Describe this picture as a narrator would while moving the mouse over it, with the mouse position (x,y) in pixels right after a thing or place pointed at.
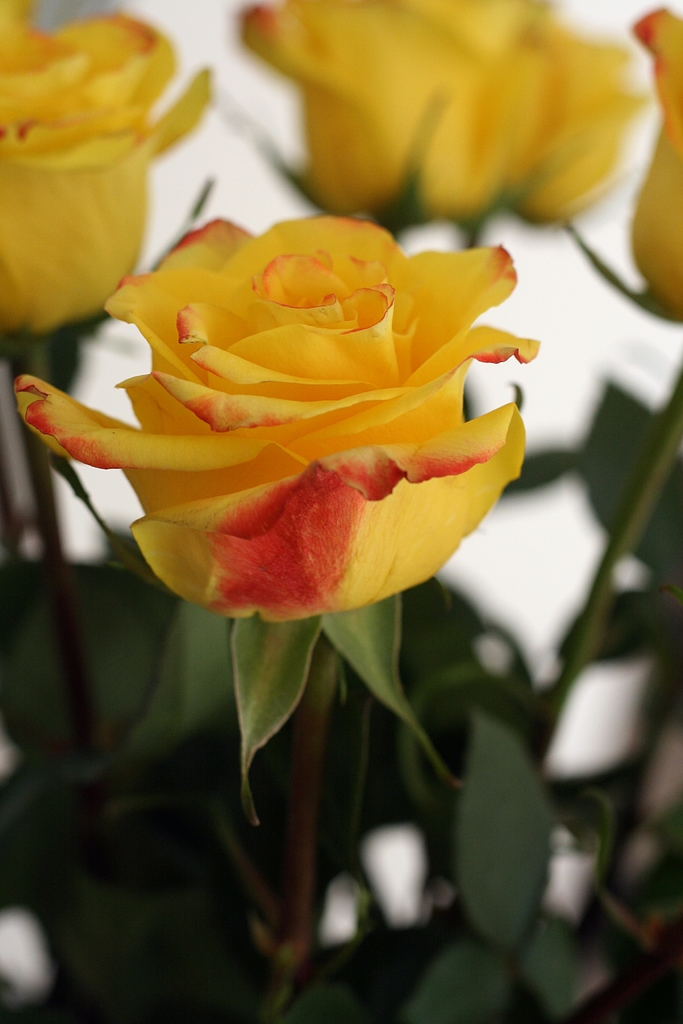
In this image, we can see roses (382,406) which are in yellow color and there are leaves (412,624).
